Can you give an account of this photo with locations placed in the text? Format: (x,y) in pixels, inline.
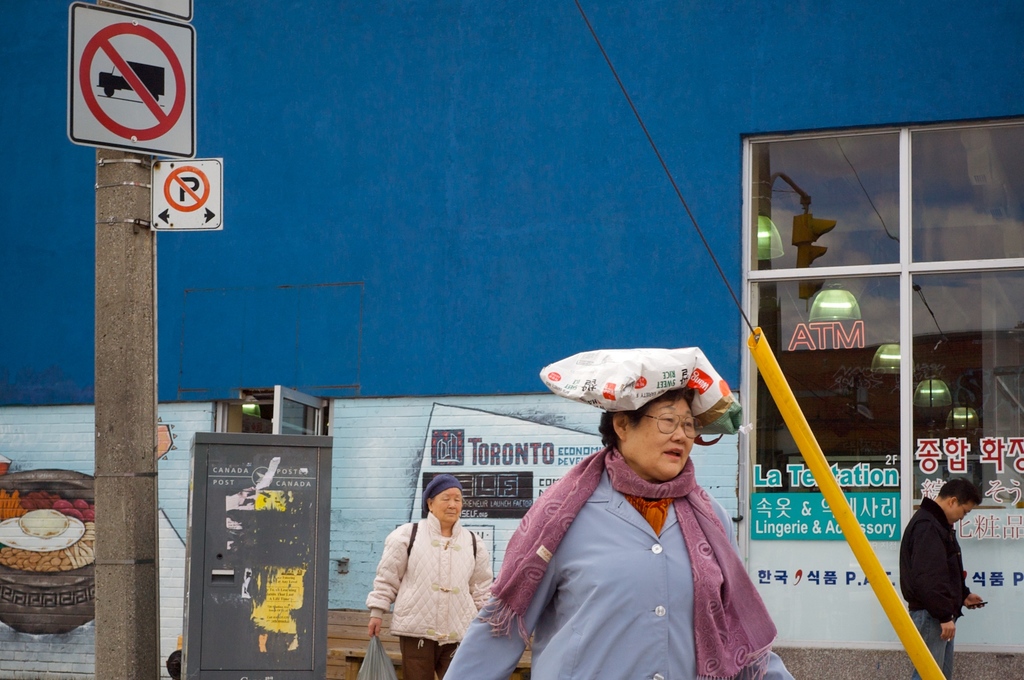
In this picture I can see caution boards (163,209) on the left side (156,211). I can see people (615,494) standing. I can see a person (941,582) holding telephone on the right side (955,558). I can see glass windows (945,417). I can see the wall (556,418).
